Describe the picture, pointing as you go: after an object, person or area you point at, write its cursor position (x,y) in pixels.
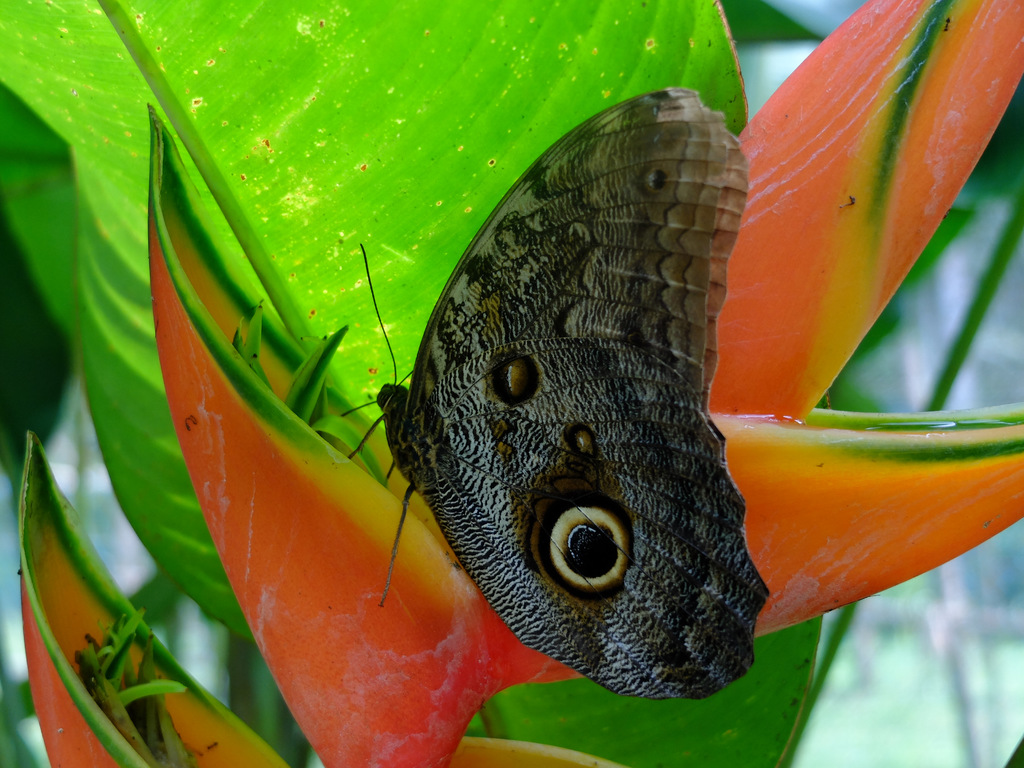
In this image we can see a black color butterfly (537,414) on a leaf (718,422), also we can see plants (798,587), and the background (972,584) is blurred.
